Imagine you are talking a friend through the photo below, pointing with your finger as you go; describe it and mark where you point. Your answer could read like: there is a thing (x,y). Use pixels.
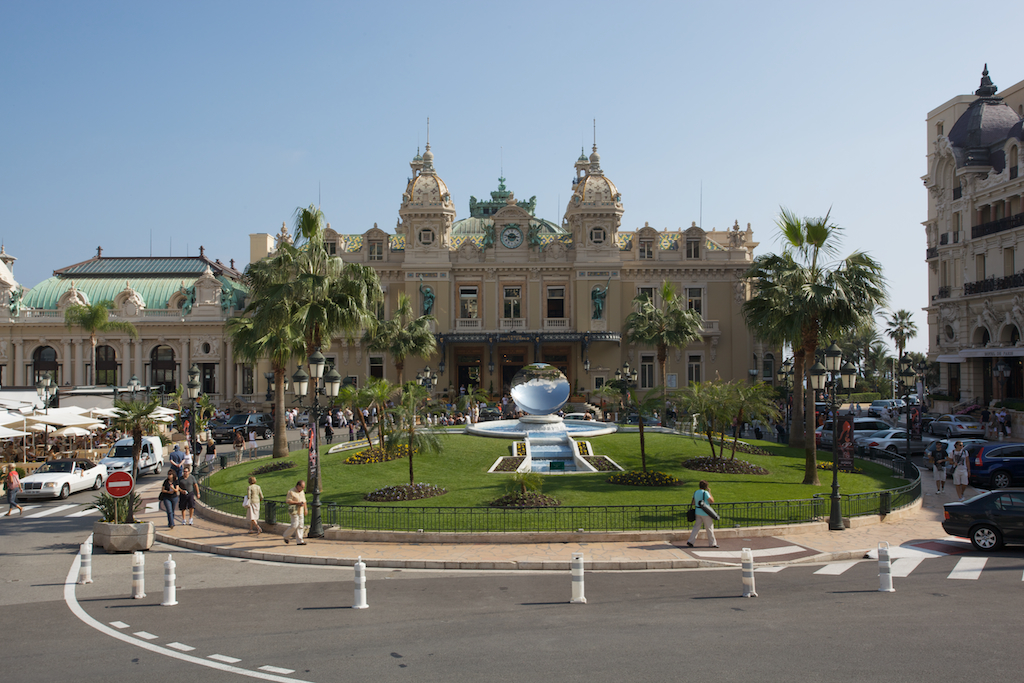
This is an outside view. At the bottom (312,671) there is a road (274,671). On the right (964,466) and left side of the image (124,455) there are many vehicles (989,522) on the road (918,588) and few people (178,475) are walking on the footpath (411,547). In the middle of the image (539,421) there is a fountain (532,415), around this I can see the grass (446,460) and few trees (381,398). In the background (704,272) there are few buildings (642,276). At the top of the image (387,58) I can see the sky (361,58).
